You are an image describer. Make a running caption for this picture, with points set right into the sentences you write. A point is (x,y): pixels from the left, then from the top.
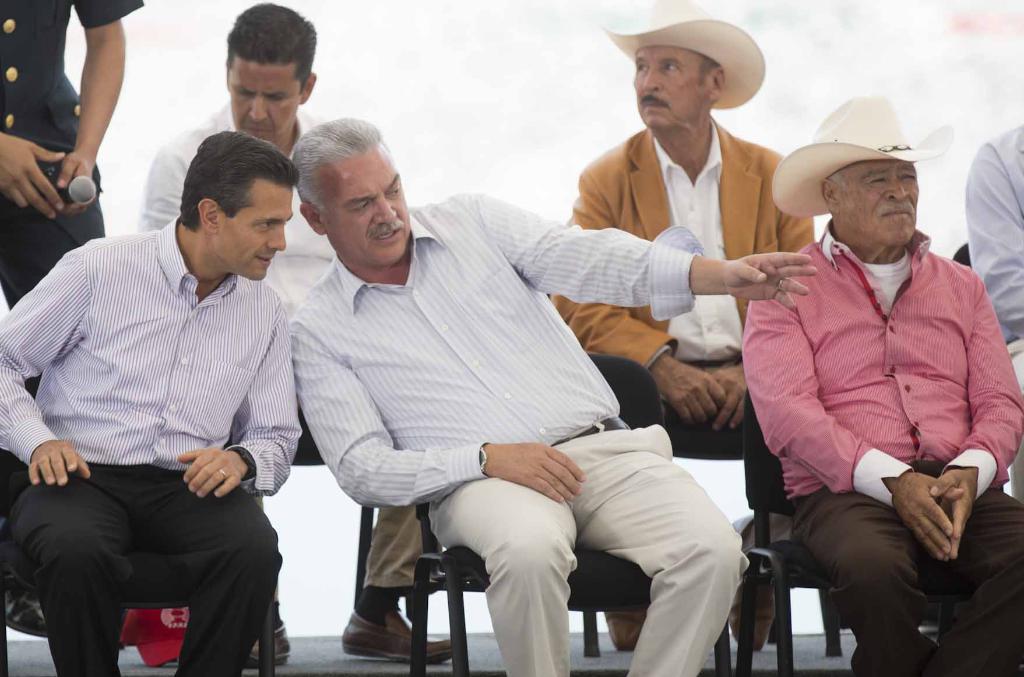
In the image there are group of people (525,498) sitting on the chair (651,411) and in the front (423,366) two men (406,404) are discussing something with each other and behind them a person (83,165) is standing and holding a mic (80,190) in his hand (30,167).
